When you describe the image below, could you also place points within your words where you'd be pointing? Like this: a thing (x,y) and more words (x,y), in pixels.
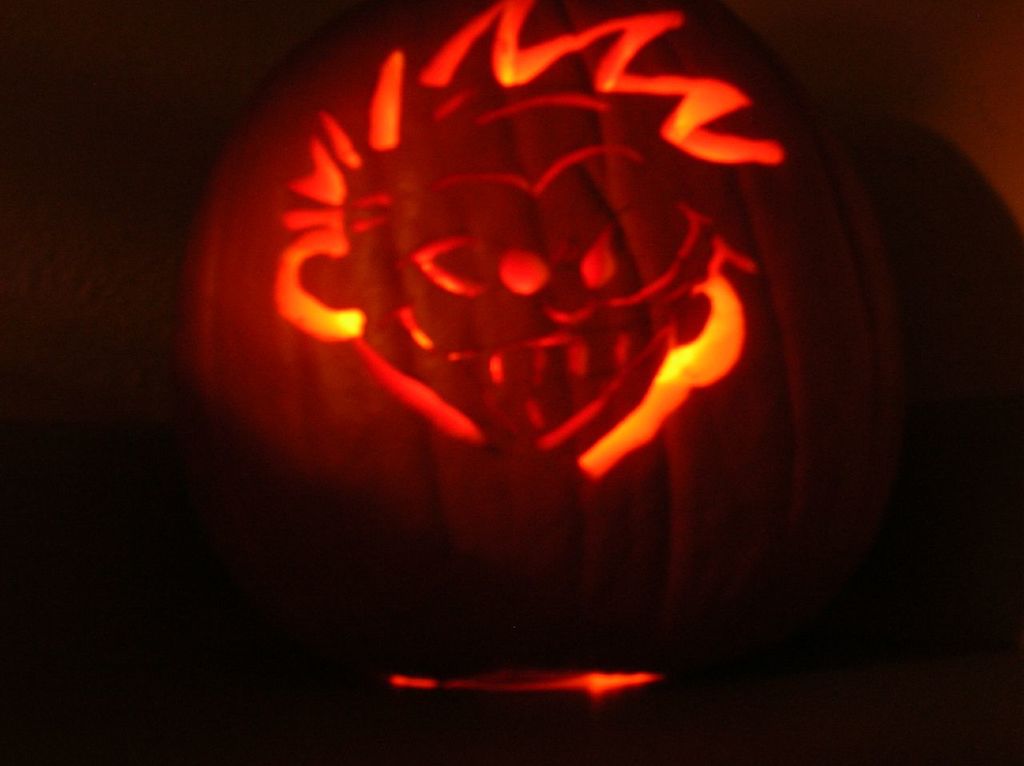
In this image, in the middle (405,281), we can see a image (460,323) with light (553,438). In the background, we can see black color.
